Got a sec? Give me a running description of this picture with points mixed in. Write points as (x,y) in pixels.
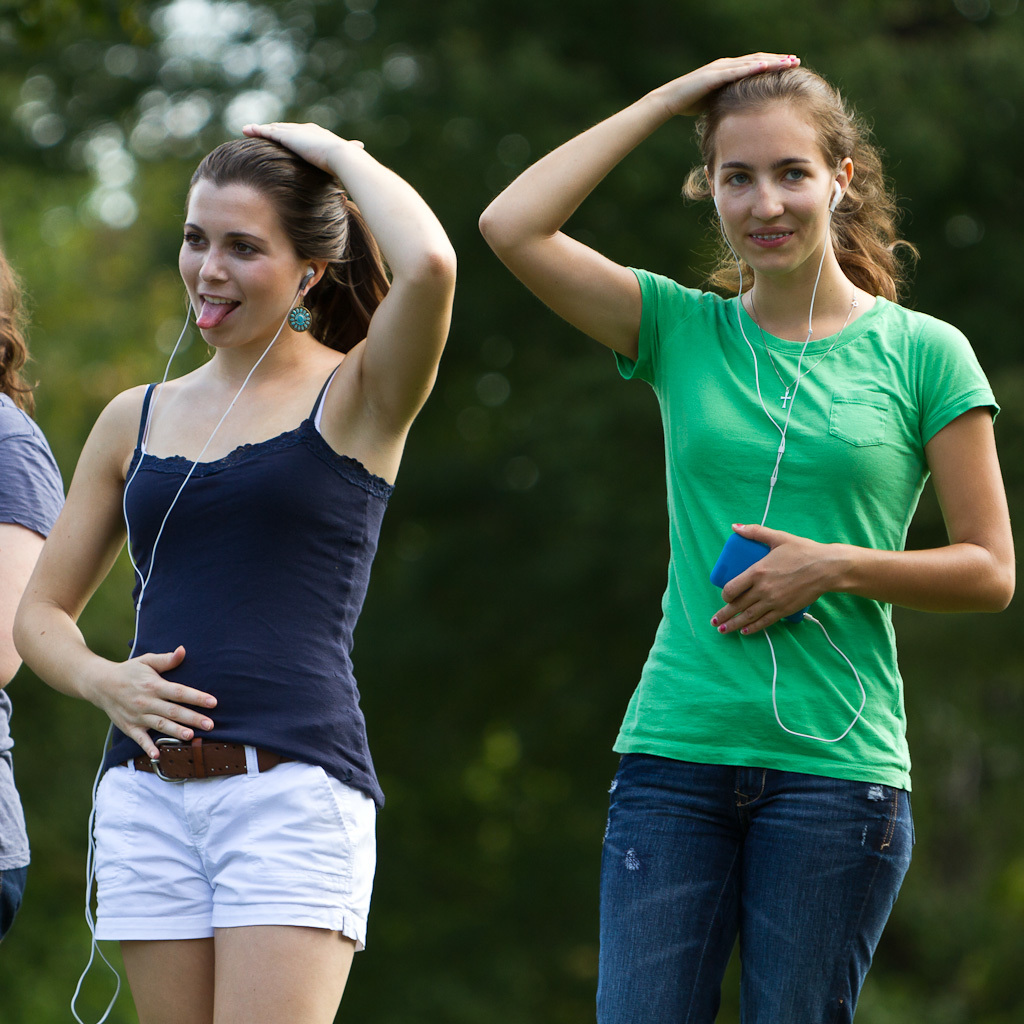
In this image we can see some women (313,495) standing wearing the headset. In that a woman (689,649) is holding a device (733,557). On the backside (475,758) we can see some trees (485,728).
